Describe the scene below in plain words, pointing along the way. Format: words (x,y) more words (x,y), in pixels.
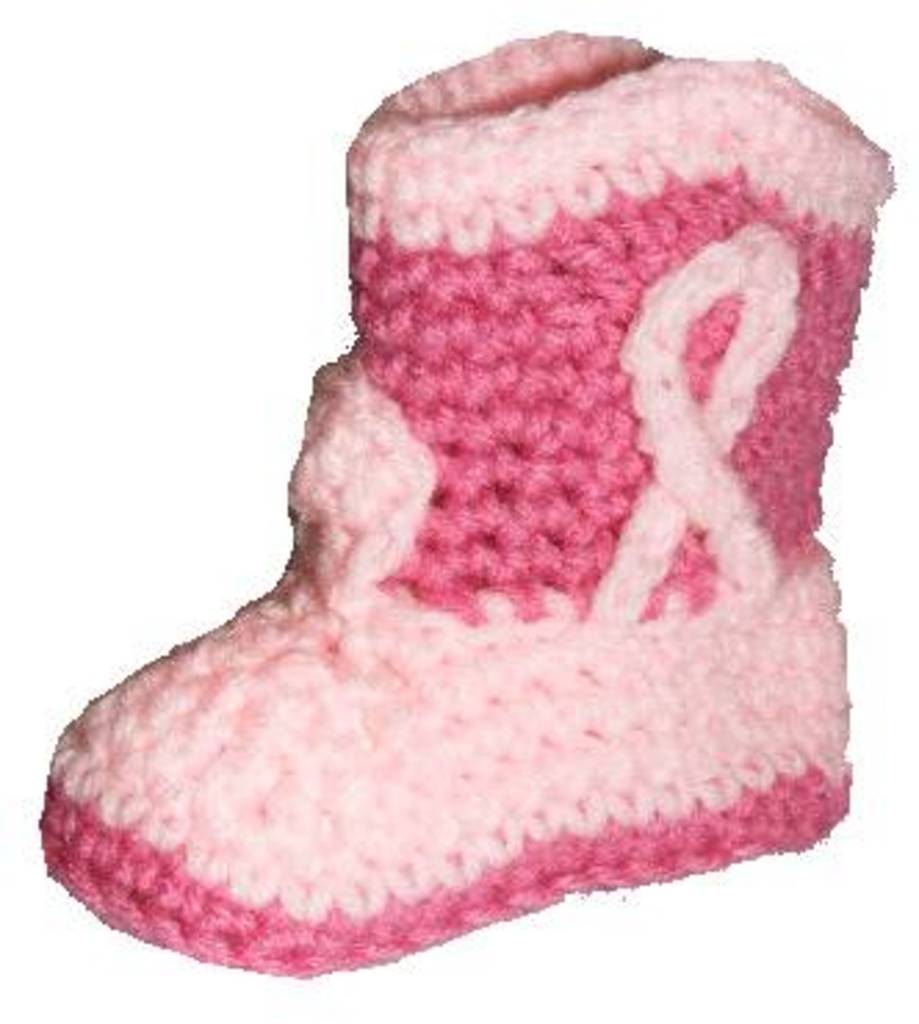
In this image we can see a shoe (423,618) made with woolen thread (562,590). In the background (237,440) it is white.
